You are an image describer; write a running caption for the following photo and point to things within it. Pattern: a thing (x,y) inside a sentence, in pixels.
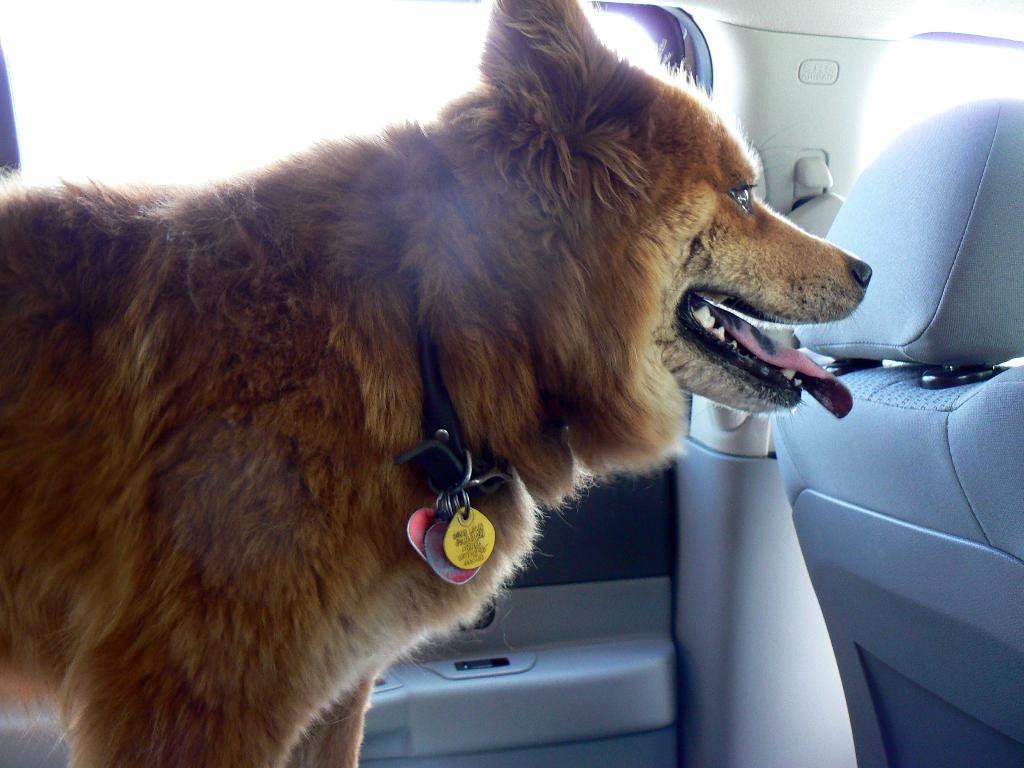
In this image I can see a dog (543,469) is standing inside a car (832,525), at the top (316,48) it is the glass window (349,38). There are plastic things (464,534) to its neck belt (467,482).
